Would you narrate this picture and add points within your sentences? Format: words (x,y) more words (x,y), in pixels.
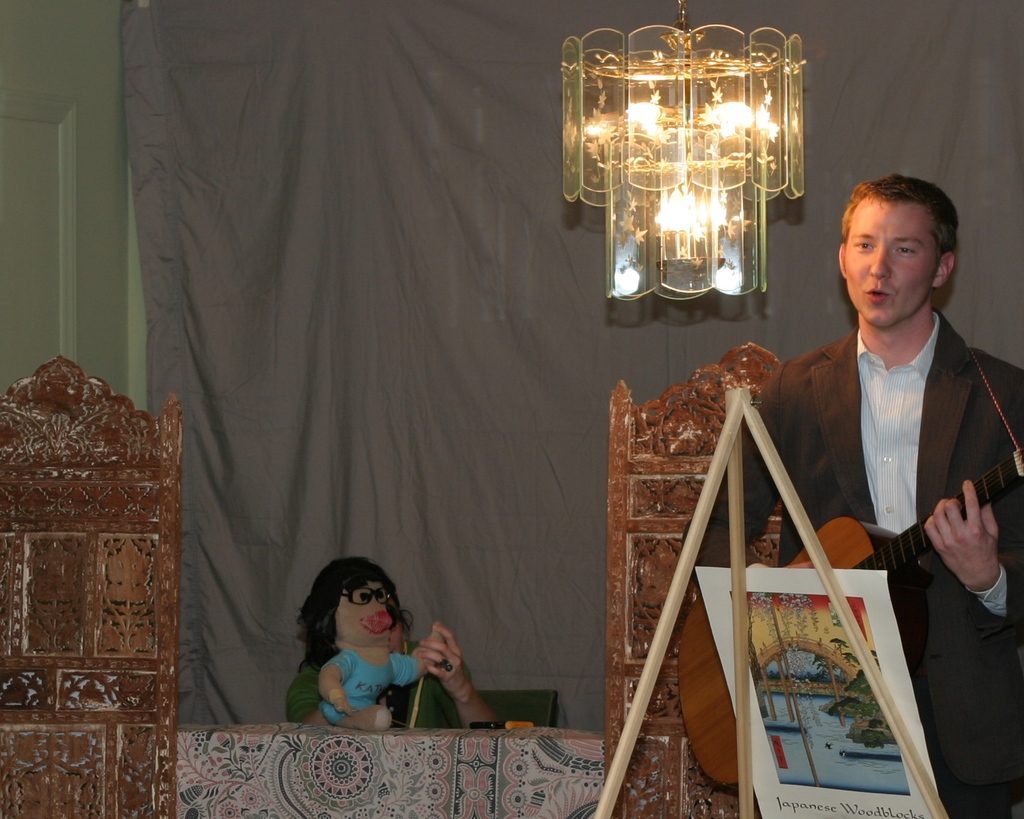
In this image there is a man (901,441) on the right side (912,457) who is playing the guitar (902,541). In front of him there is a stand (759,450) on which there is a board (888,630). At the top (718,138) there is a chandelier (687,139). In the middle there is a table (383,735) on which there is a doll (386,654). In the background (306,291) there is a curtain (254,200). On the left side (77,205) there is a door (28,201).
